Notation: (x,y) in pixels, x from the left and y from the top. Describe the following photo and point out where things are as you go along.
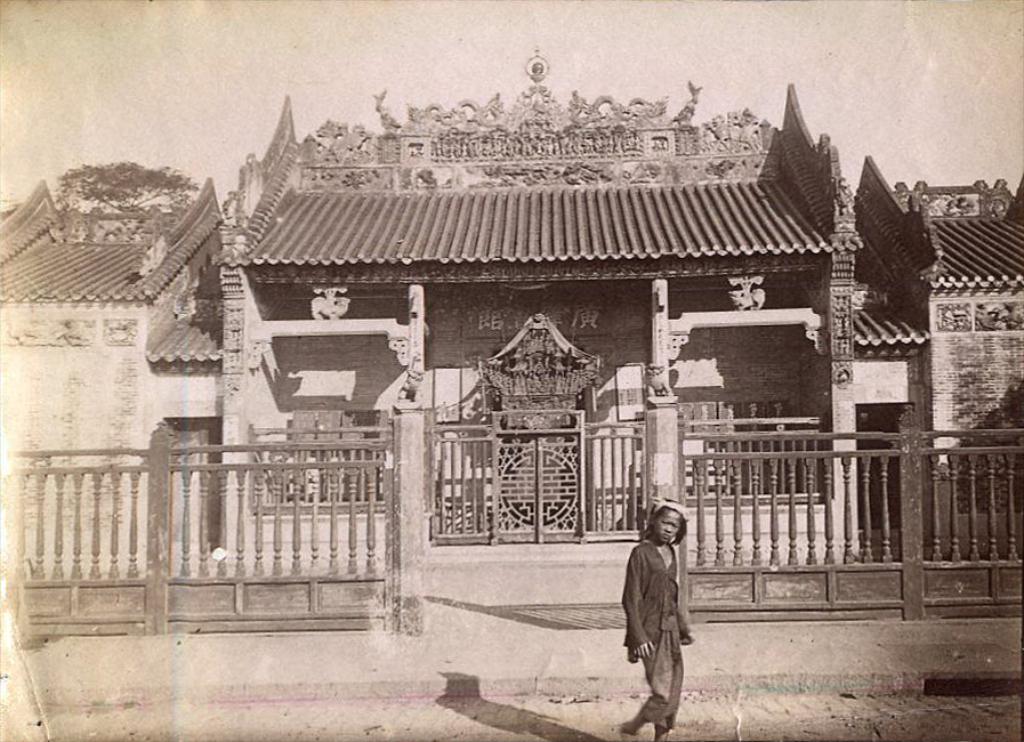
This image is from a photograph. This image is a black and white image. At the bottom of the image (372,711) there is a floor (791,677) and a woman (662,598) is walking on the floor (635,696). In the middle of the image (633,342) there is a house (130,413) with a few walls (130,413), roofs (8,269) sculptures (559,156) and railings (135,525).
